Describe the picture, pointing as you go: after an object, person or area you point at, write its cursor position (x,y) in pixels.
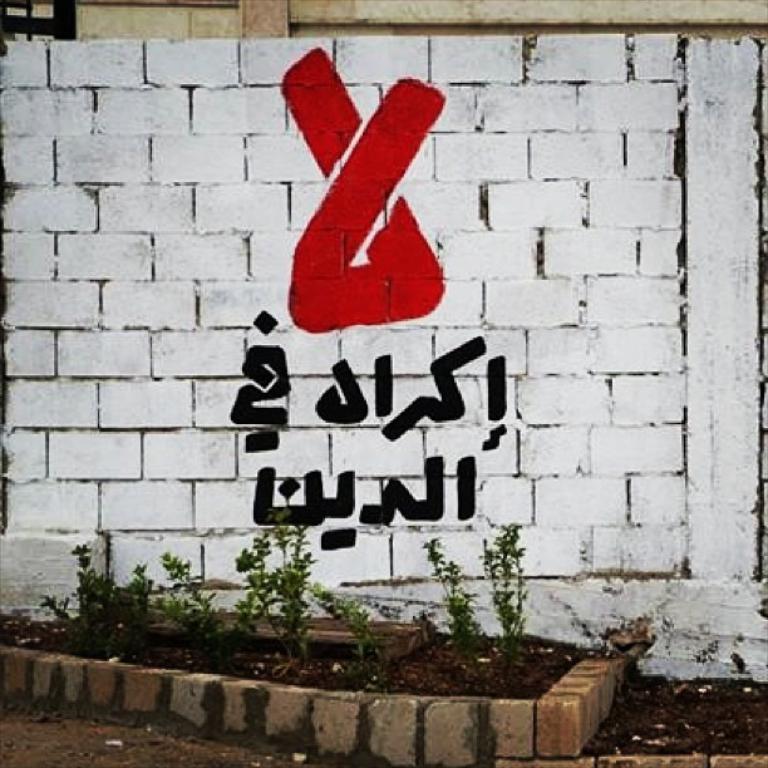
In this image we can see a wall (401,331) with a logo (364,179) and something written (423,402). Near to the wall (336,446) there are few plants (91,608). Near to that there is a small brick wall (501,729).
